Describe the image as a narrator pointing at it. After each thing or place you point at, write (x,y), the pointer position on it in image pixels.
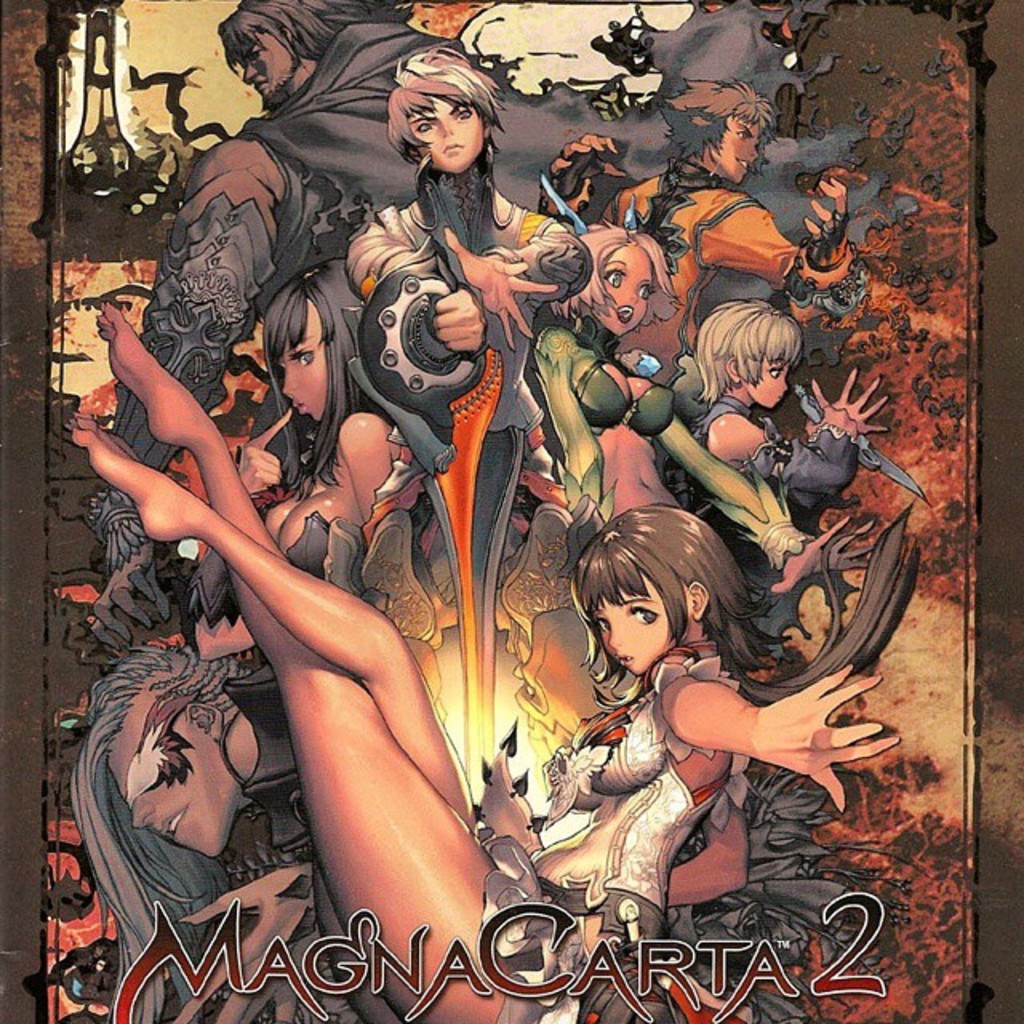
In this image there is a poster (626,357). On the poster (443,223) there are many anime characters (535,586). In the bottom (155,950) there are some texts (721,958).
